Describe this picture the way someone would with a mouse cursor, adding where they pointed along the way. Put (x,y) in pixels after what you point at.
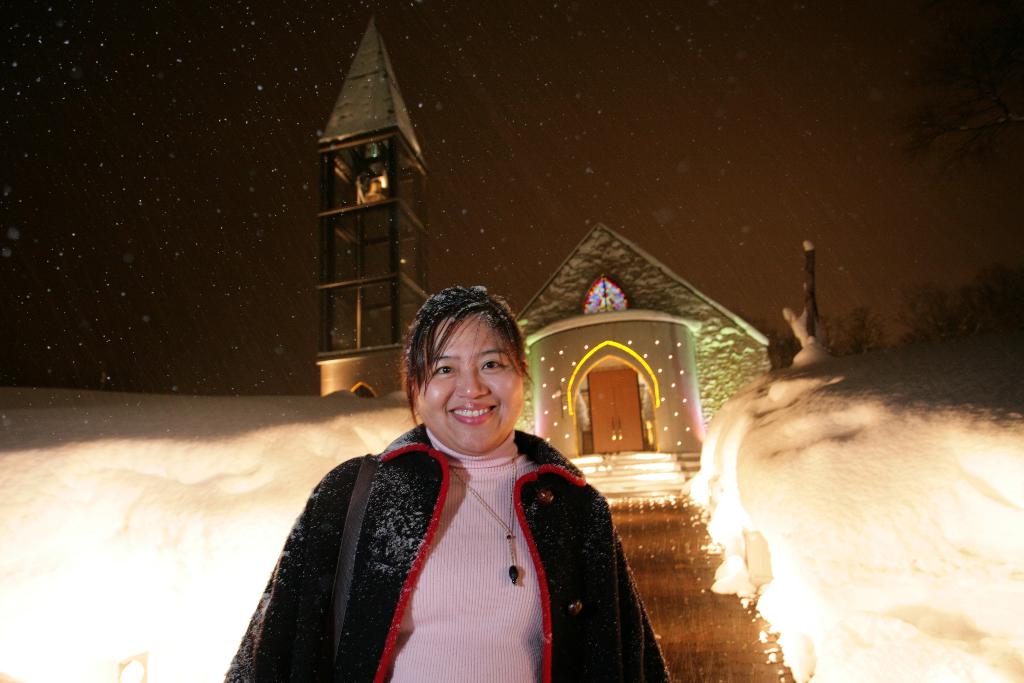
In the image a woman (353,625) is standing and smiling. Behind her there is snow (791,324) and building (531,431). At the top of the image (503,224) there are some snowflakes (104,58) and sky (182,29).
